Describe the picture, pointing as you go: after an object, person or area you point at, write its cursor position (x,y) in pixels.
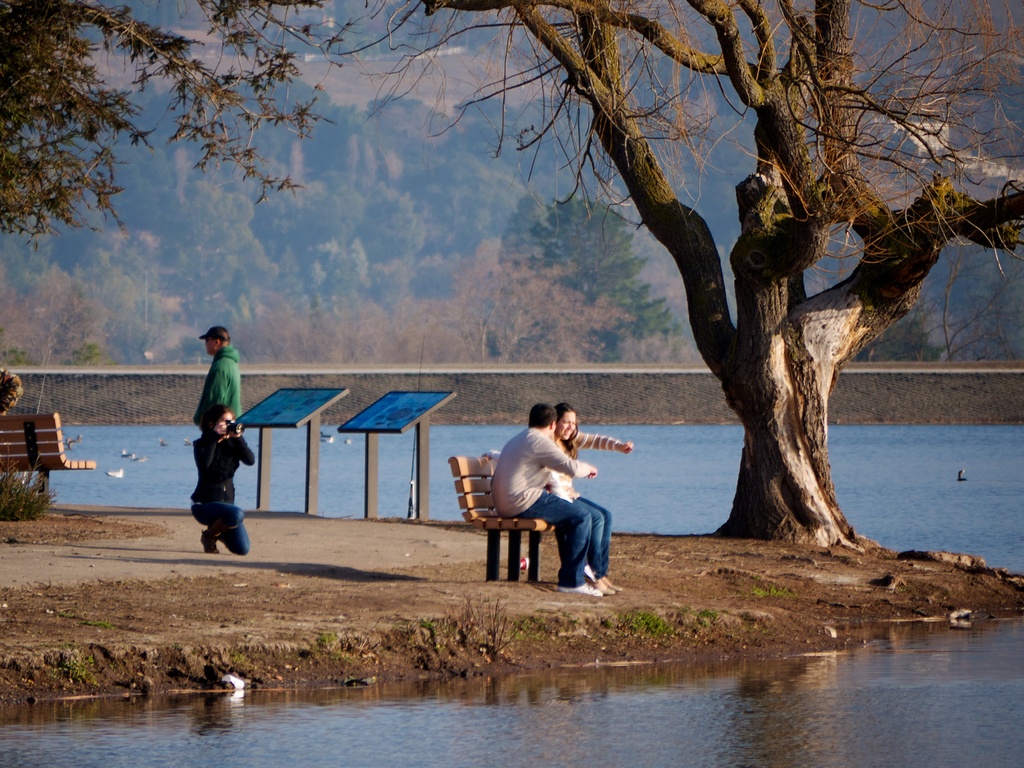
In this image we can see a couple (536,492) sitting on bench (471,486), we can see a woman (210,445) wearing black color dress (214,441) holding camera (227,431) in her hands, we can see a person (213,378) wearing green color dress (211,386) and cap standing and in the background of the image (418,197) we can see water (709,466), there are some trees (439,172).
